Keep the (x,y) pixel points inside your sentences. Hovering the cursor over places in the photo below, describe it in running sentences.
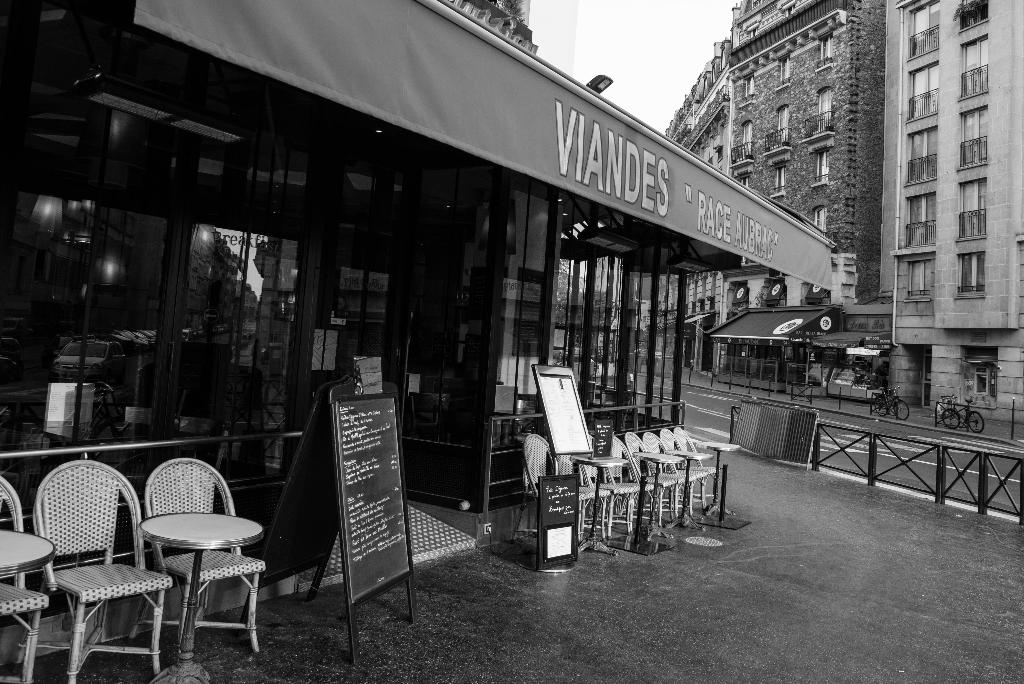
This is a black and white image. At the center of the image (614,390) there is a store (151,224), There are chairs (176,503). At the right side of the image (1008,400) there is a building (1012,0). There is a road (729,395). There are bicycles (897,402) in the image.
